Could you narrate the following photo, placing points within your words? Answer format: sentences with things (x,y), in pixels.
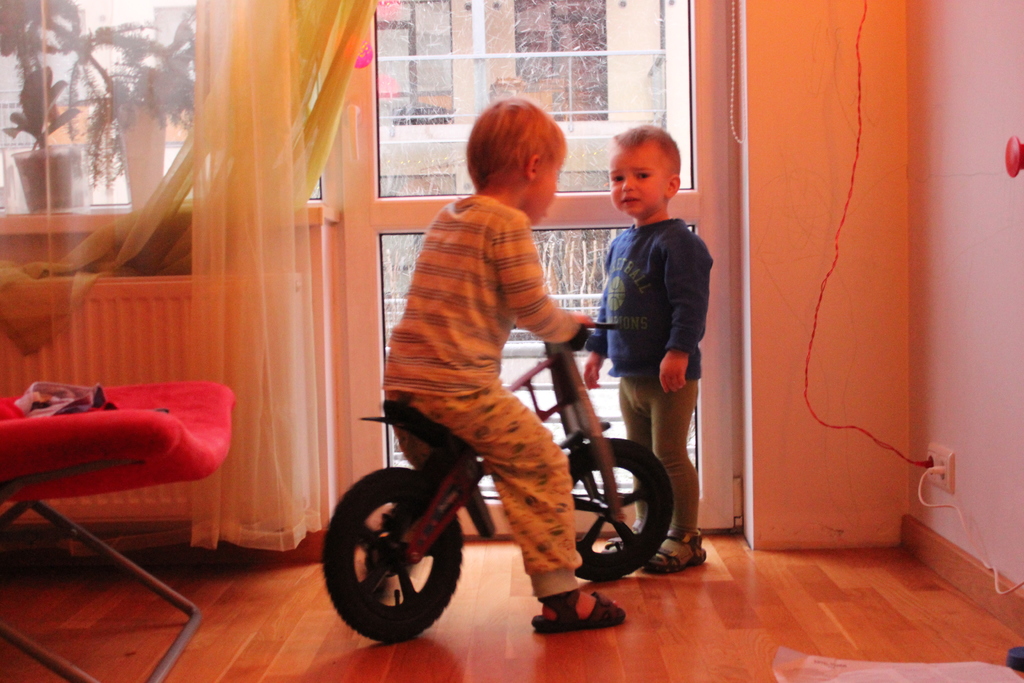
A boy (501,228) is riding a bicycle (427,531) and another boy (622,302) standing beside it.
